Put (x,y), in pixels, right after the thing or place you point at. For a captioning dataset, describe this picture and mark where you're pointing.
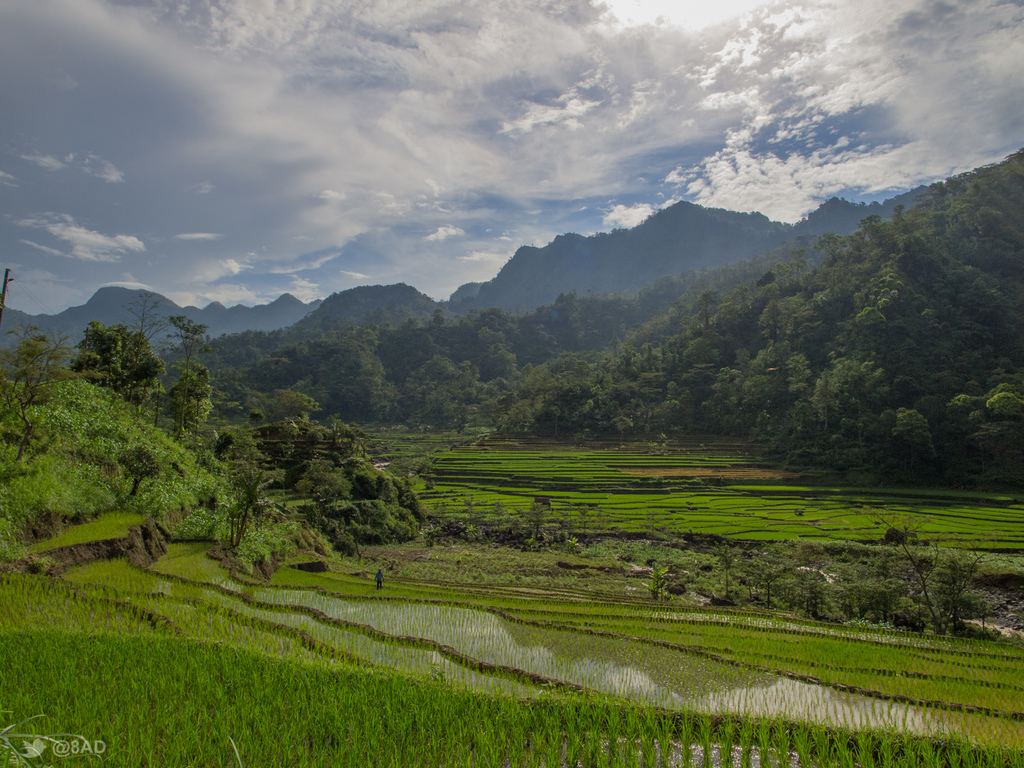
In this image we can see grass (557,621) and water (451,610) on the surface (485,597), in the background of the image (812,360) there are trees (469,335) and mountains (284,333), at the top of the image (372,194) there are clouds (449,168) in the sky (596,146).
